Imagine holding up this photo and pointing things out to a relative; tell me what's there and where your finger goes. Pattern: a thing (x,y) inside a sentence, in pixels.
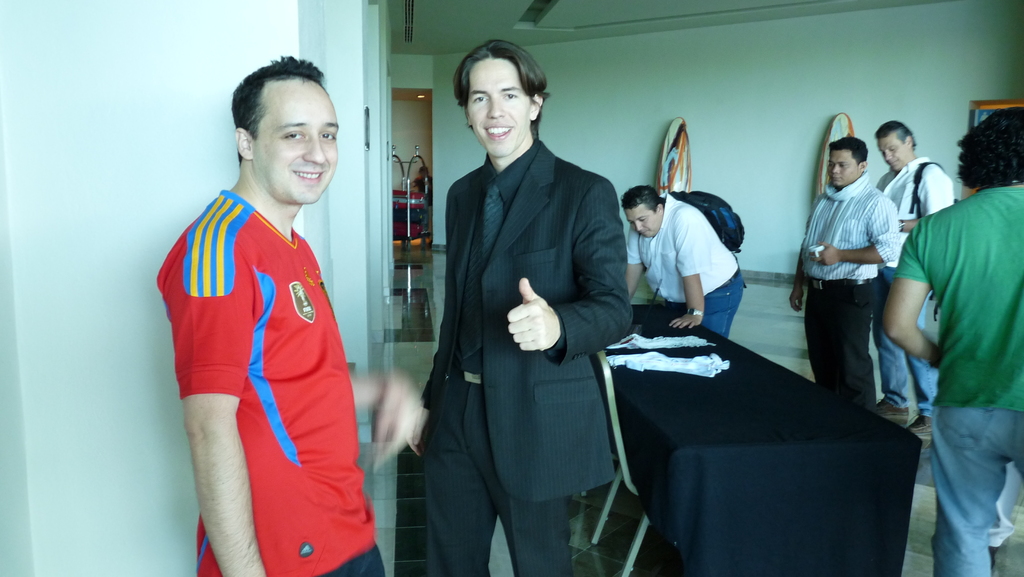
On the background (738,70) we can see wall (861,22) and surfboards (675,145). here we can see few persons (1007,192) standing in front of a table (734,414). These two men (541,377) standing and holding smile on their faces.
